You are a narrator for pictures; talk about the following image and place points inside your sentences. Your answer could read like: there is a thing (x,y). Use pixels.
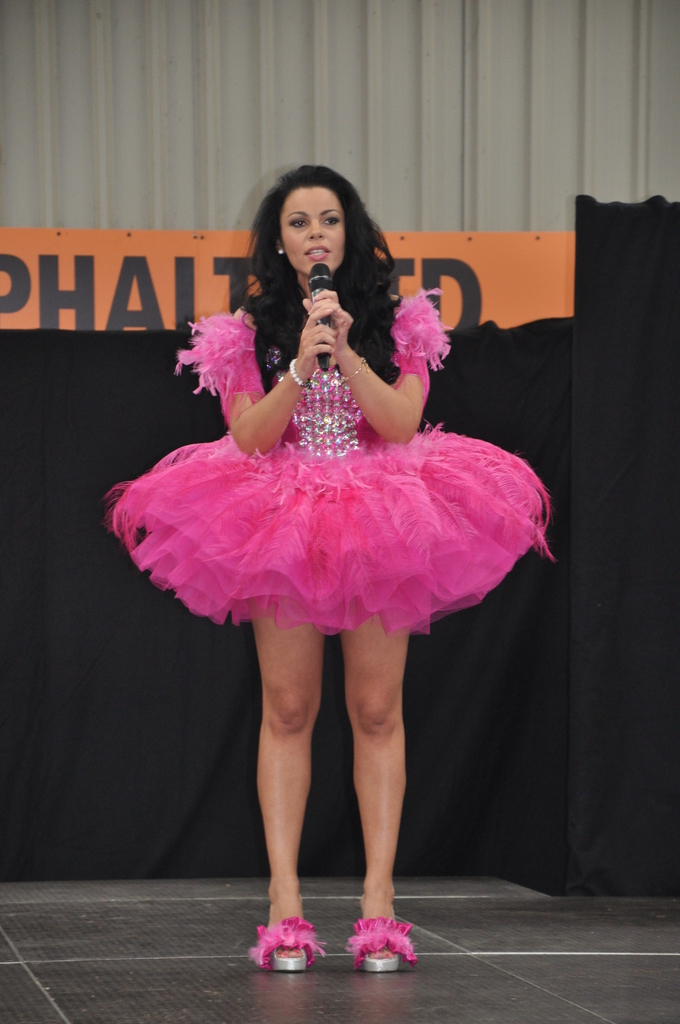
In the picture I can see a woman (325,593) is standing on the floor (325,905) and holding a microphone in hands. The woman (252,561) is wearing pink color clothes (309,523). In the background (119,239) I can see something written on the object (112,244).
